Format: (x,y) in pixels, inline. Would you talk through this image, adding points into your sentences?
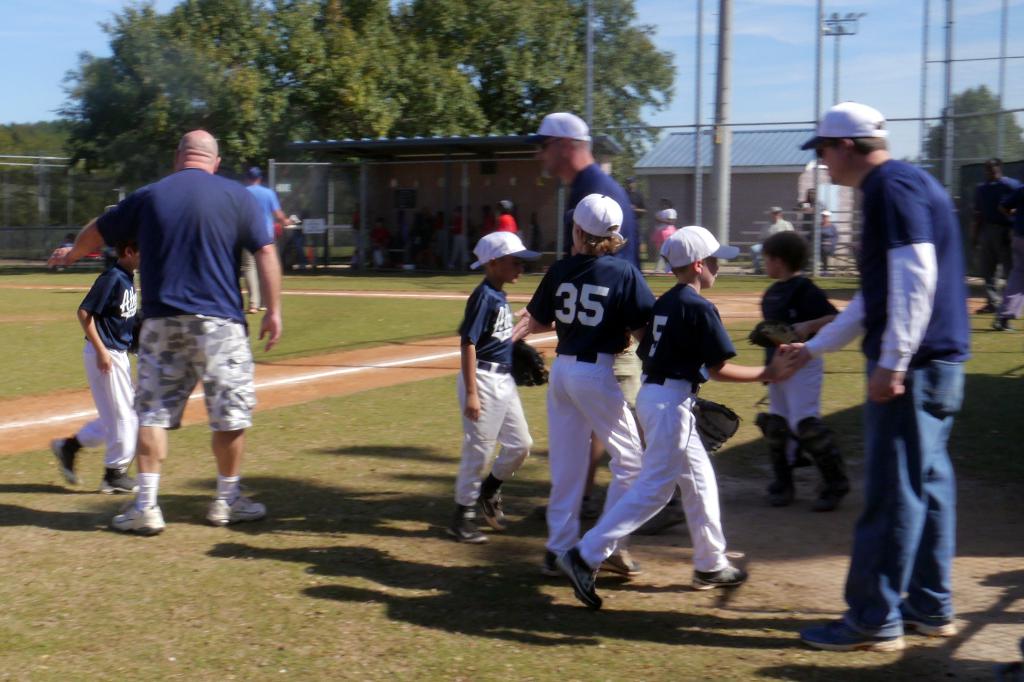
In this image we can see many people (209,198) are standing in the playground (460,300). And we can see many people (843,169) wearing caps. And we can see people (101,341) wearing shoes (139,518). And we can see their shadow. And we can see many people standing in the shelter (375,172). And we can one house (746,192). And we can see street poles (951,90). And we can see the trees (984,128). And in the background (709,46) we can see the sky (79,38).
